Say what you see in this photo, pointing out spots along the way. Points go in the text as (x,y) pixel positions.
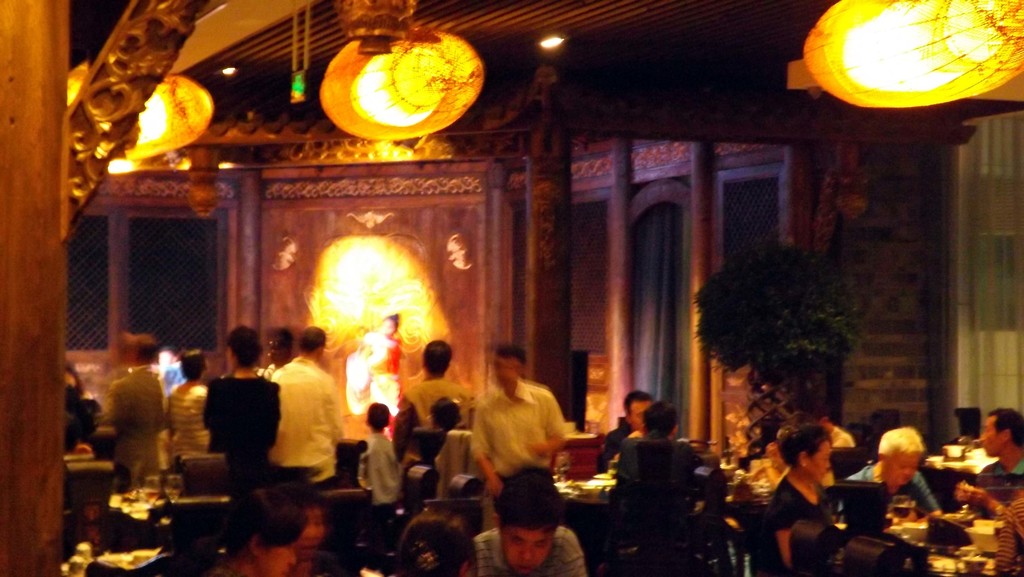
In this image I can see group of people (241,568) some are sitting and some are standing. I can also see few glasses (901,498), plates (936,573) on the table (925,534). Background (766,220) I can see plants (721,349) in green color, few lights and few windows (82,273).
